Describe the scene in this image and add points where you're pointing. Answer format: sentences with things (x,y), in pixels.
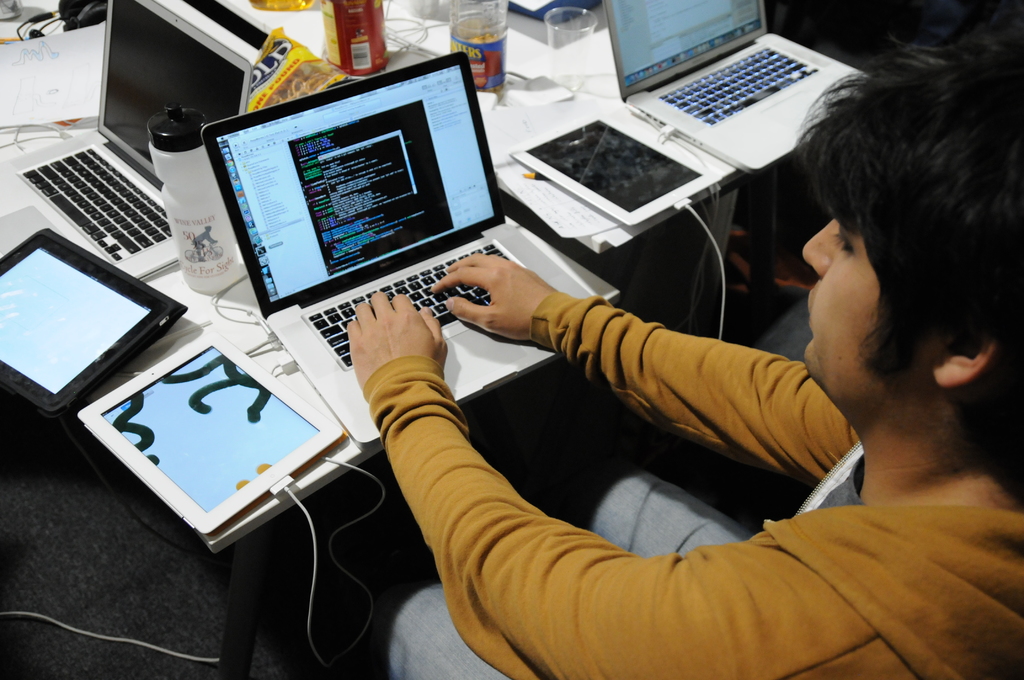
In this picture I can see a person (742,406) operating a laptop (420,306). I can see laptops (272,219), Ipads (233,417), bottles (185,181) on the table (251,333).
